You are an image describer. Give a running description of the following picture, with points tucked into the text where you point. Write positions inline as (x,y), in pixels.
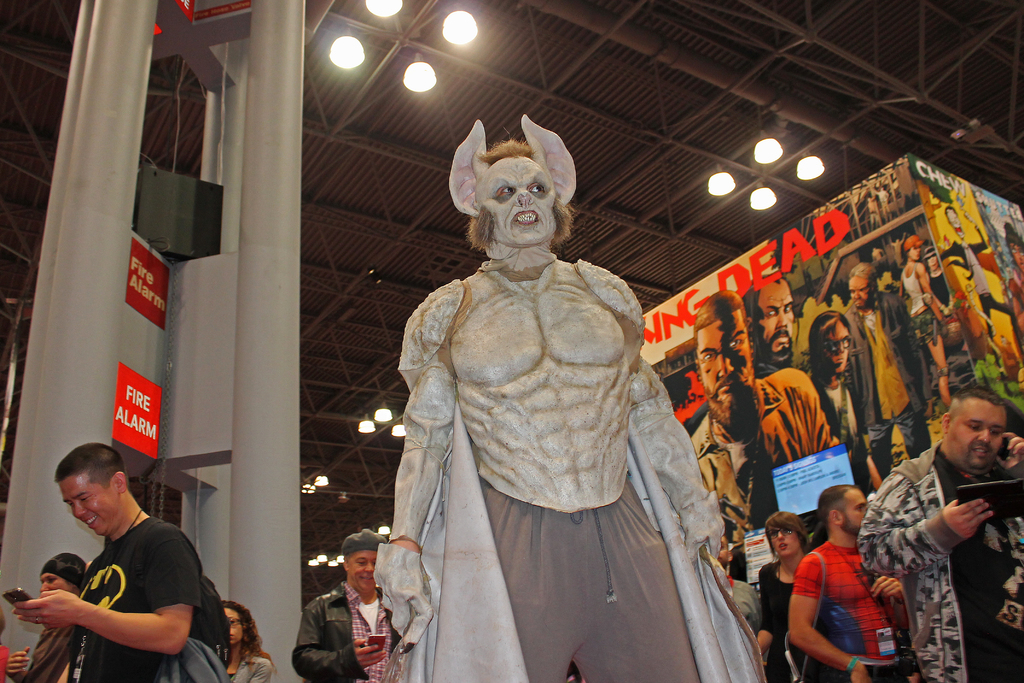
This picture we can see group of people (598,575), in the middle of the image (547,359) we can see a person (576,483) and the person (574,488) wore costumes (496,444), in the background (845,276) we can see few hoardings (925,387), metal rods (355,357), lights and sign boards (145,394).
